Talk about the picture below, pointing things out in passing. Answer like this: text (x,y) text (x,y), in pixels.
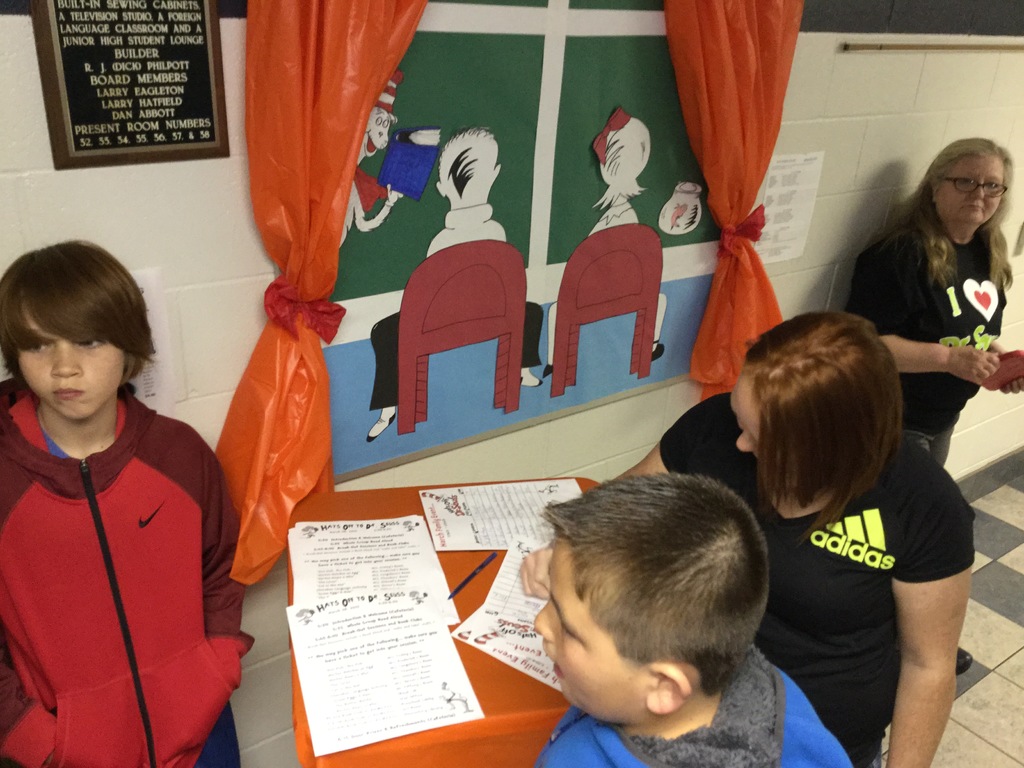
In this image I can see group of people (701,575), the person (150,513) in front (116,691) is wearing red color jacket (66,482) and I can also see few papers (418,646), a pen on the wooden surface (432,740). Background (625,89) I can see few paintings (506,192) on the wall (183,197) and the wall (178,251) is in white color and I can see curtains (325,184) in orange color.
